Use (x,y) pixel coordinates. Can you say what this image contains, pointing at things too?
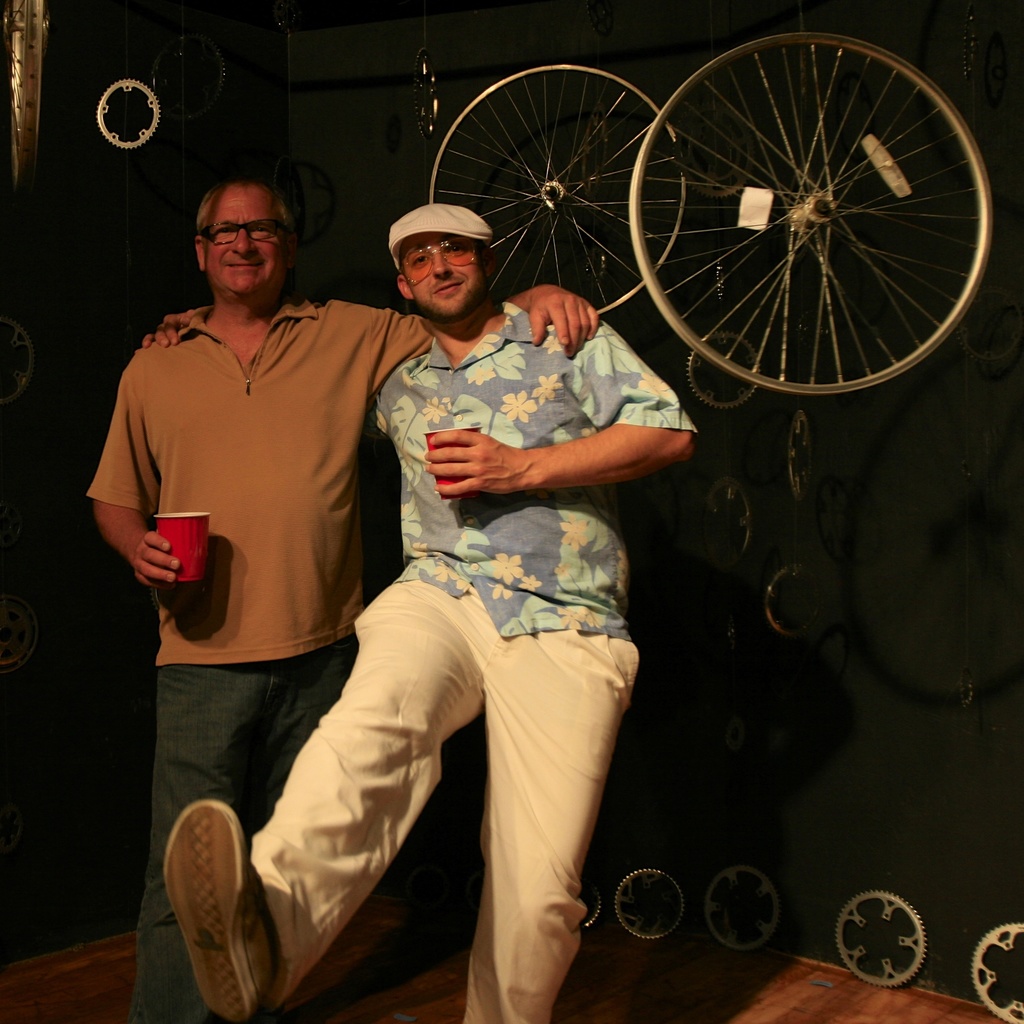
In this image we can see two member (169,690) standing holding a glass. In the background of the image (568,98) there are tires (623,117) and gears (870,940). At the bottom of the image (322,976) there is wooden flooring (600,989).
